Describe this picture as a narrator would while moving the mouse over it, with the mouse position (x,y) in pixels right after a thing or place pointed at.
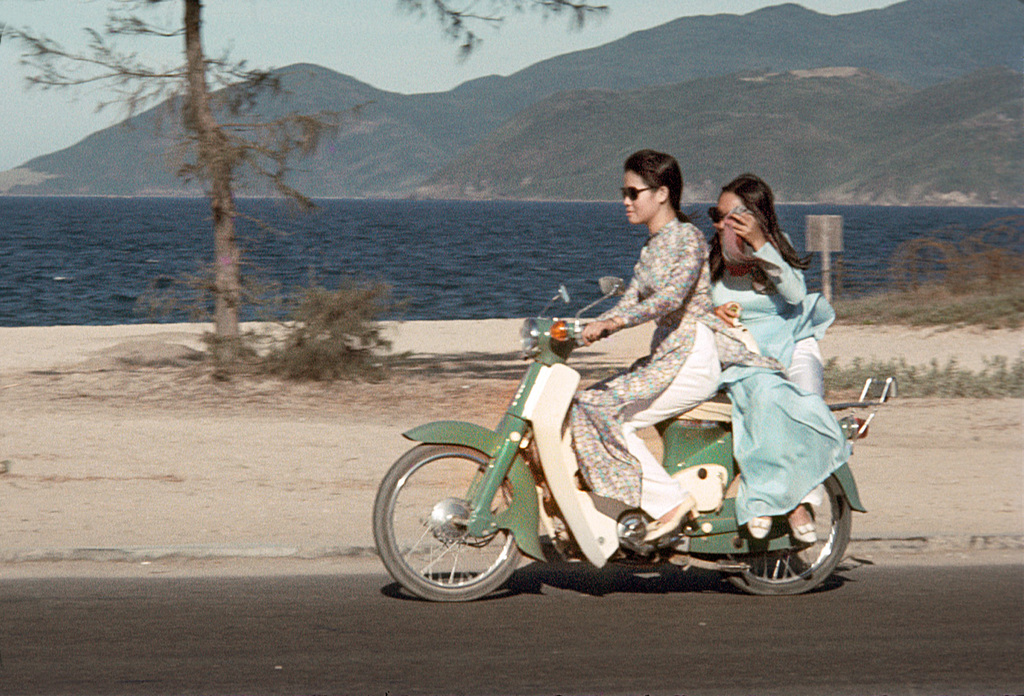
Here we can see a couple of women (771,239) riding a Scooty (494,471) behind them we can see trees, plants (354,321), water (385,236) and hills (694,105).
